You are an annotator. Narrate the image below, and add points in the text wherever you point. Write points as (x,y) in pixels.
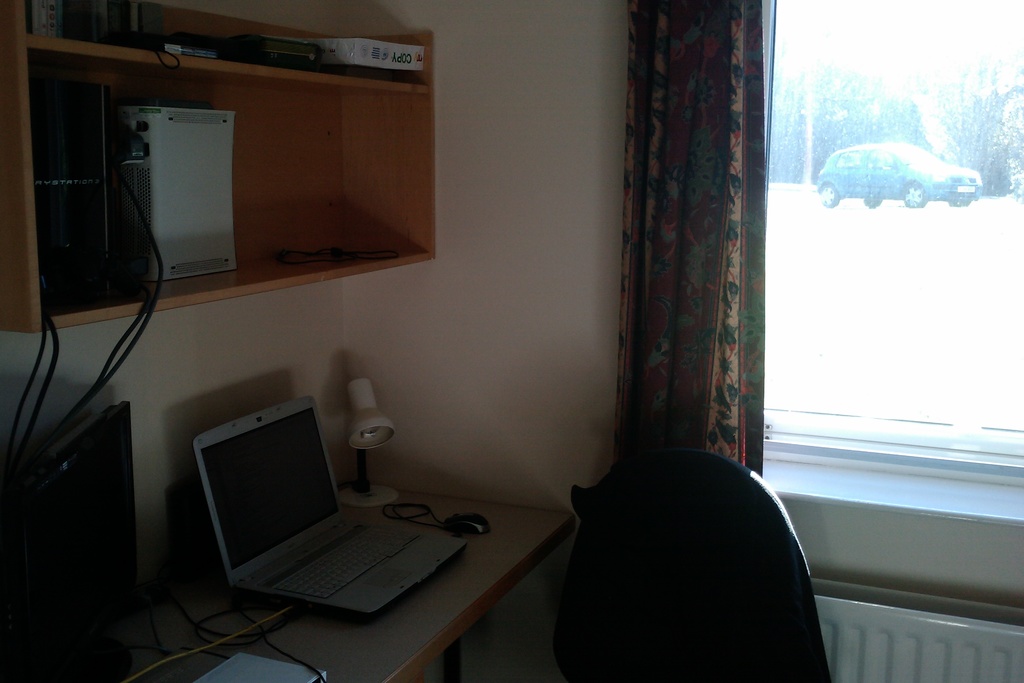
This is an inside view of a room (479,643). There is table (438,615) and chair (661,609). On the table (461,588) there is a laptop (371,560), a mouse (463,528), some cable wires (446,528), monitor (103,574) and a table lamp (380,420). Just above the table (441,633) there is cupboard (249,280) in which there are some files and electronic devices (148,211). Behind the chair (647,474) there is a curtain (647,429) to the window (956,117). In the background (893,178) there is a car (886,189) and trees (922,124).
